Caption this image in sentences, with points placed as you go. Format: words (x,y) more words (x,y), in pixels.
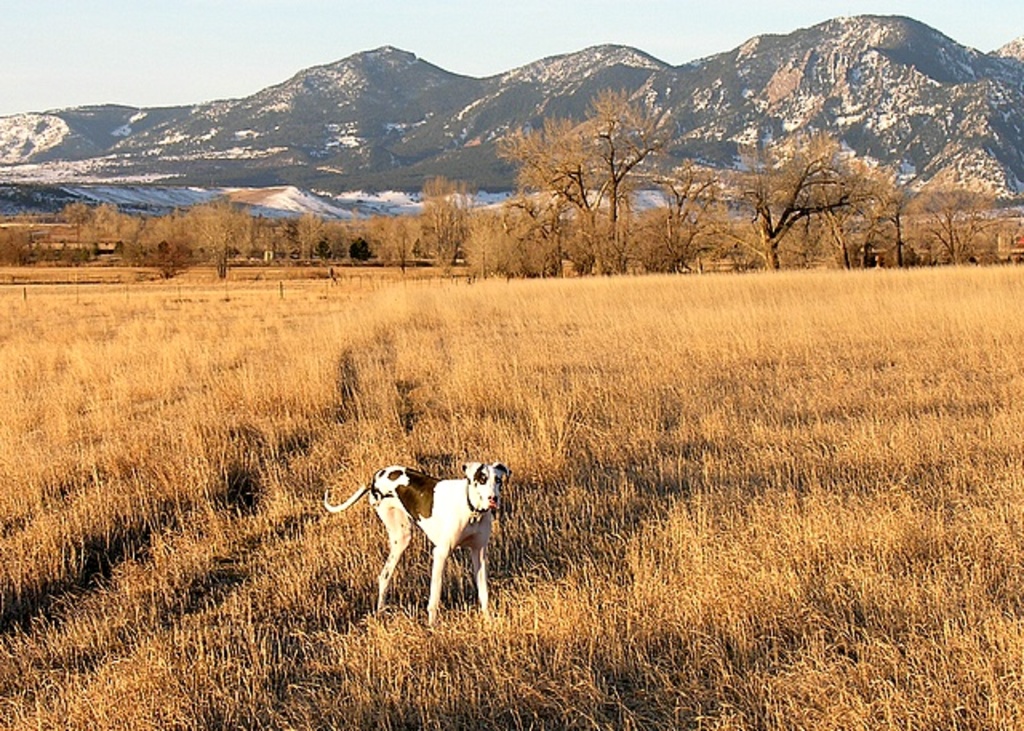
This image is taken outdoors. At the bottom of the image (615,595) there is a ground (343,493) with grass (295,513) on it. In the middle of the image (371,482) there is a dog (460,538) on the ground (541,562). In the background (951,225) there are many trees (313,222) and plants (46,248) and there are a few hills (246,118). At the top of the image (158,72) there is a sky (937,2).
